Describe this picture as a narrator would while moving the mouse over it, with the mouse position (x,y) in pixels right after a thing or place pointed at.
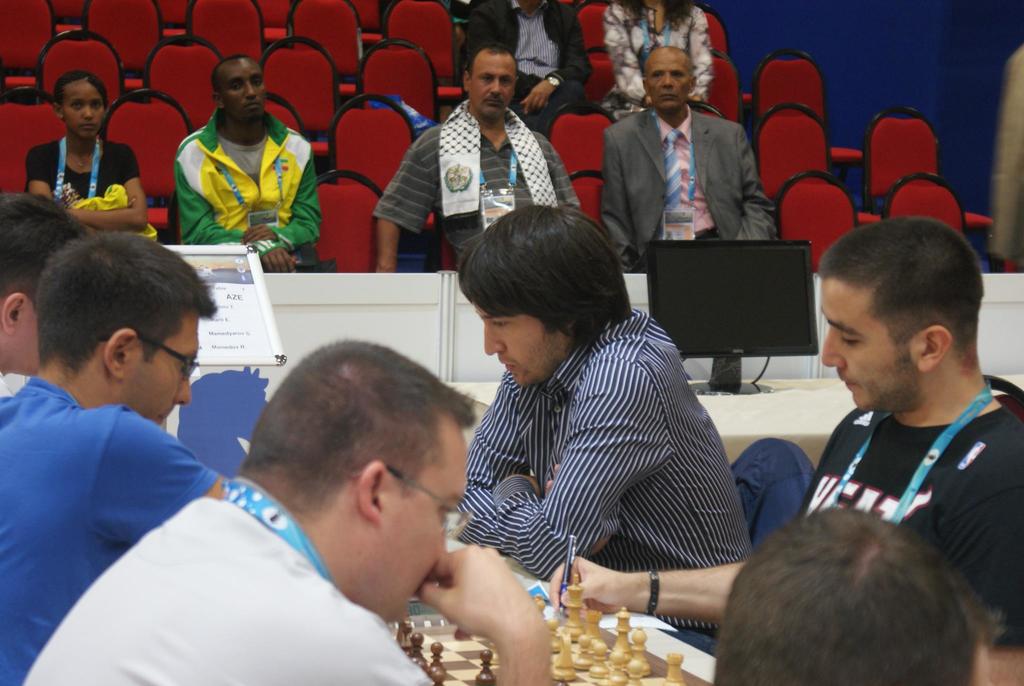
In this picture we can see few people (197,569), in front of them we can see a chess board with chess pieces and in the background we can see a monitor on the desk (770,415) and few people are sitting on chairs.
